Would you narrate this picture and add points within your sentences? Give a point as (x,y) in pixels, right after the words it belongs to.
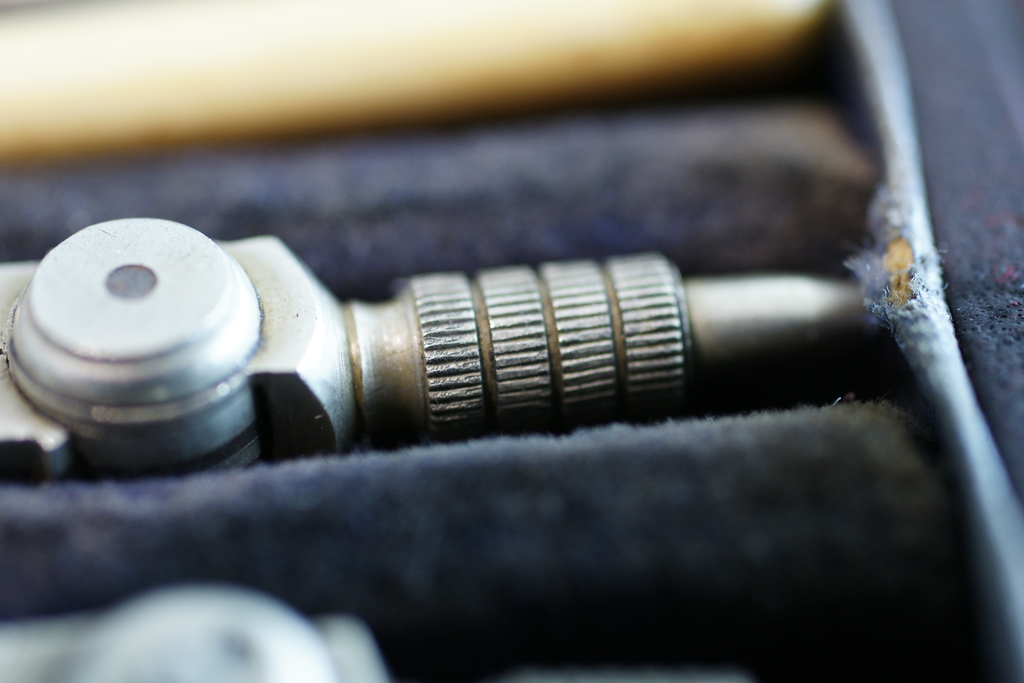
In the center of the image (667,296) we can see a metal equipment (457,358) and there is a cloth (547,517).
